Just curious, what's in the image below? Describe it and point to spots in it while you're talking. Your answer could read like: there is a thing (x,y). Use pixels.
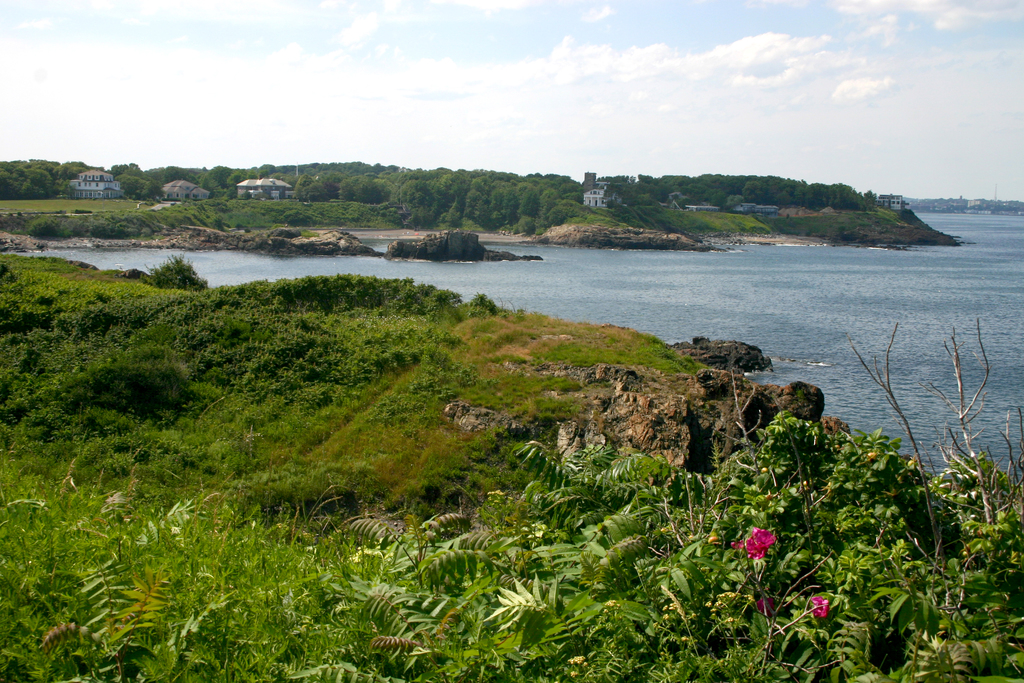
In this image I can see few buildings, trees (412,196), water (988,307), pink color flowers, plants (716,530) and the sky (828,65) is in white and blue color.
